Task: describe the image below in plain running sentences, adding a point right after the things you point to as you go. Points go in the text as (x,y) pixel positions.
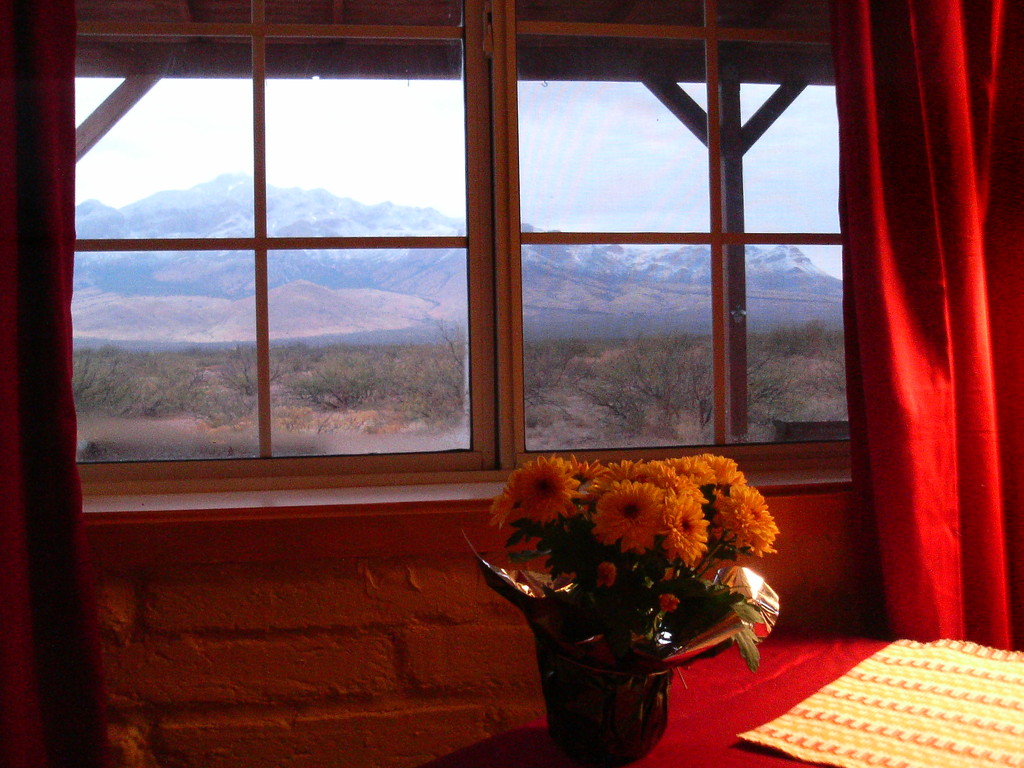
This picture is inside view of a room (384,637). We can see windows (502,265), glass (666,271), curtain (896,393), wall (272,622) are there. At the bottom of the image (790,710) we can see a table (796,684). On the table (711,716) we can see cloth (822,705), flower pot (652,648) are there. In the background of the image (343,267) we can see hills (439,323), trees (317,401), ground (354,421) are there. At the top of the image (367,115) clouds (389,148) are present in the sky (374,167).
